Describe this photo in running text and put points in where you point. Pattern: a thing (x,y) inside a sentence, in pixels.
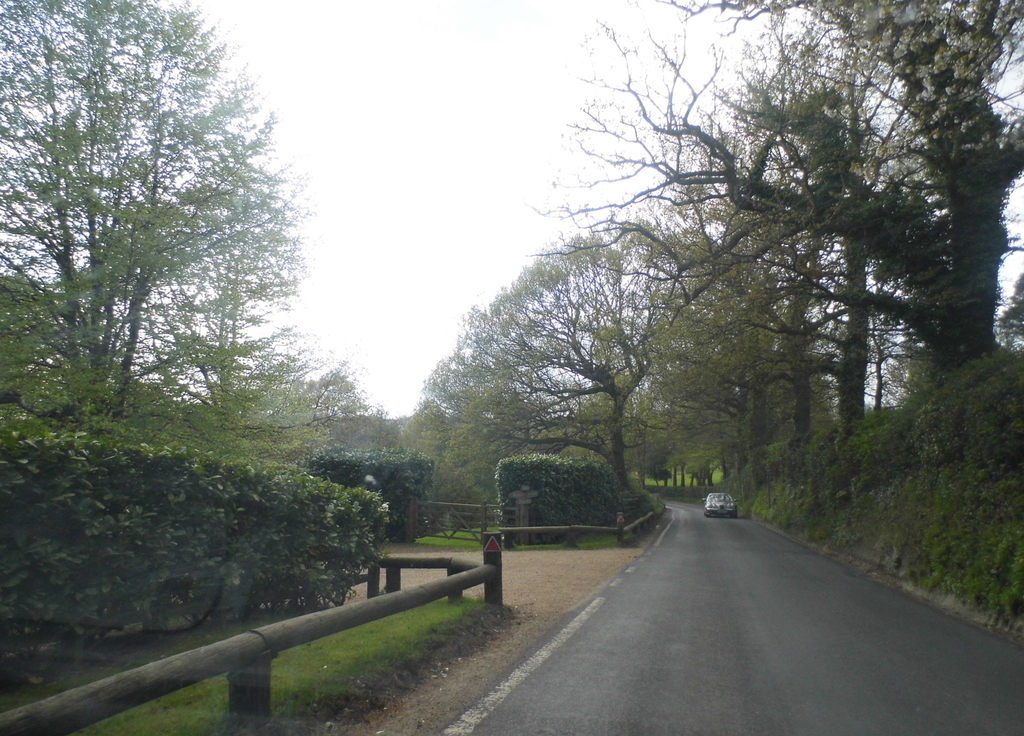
In this picture I can see trees (90,6) and a car (729,514) on the road (734,556) and I can see wooden fence (498,572) and a cloudy sky (375,83).
